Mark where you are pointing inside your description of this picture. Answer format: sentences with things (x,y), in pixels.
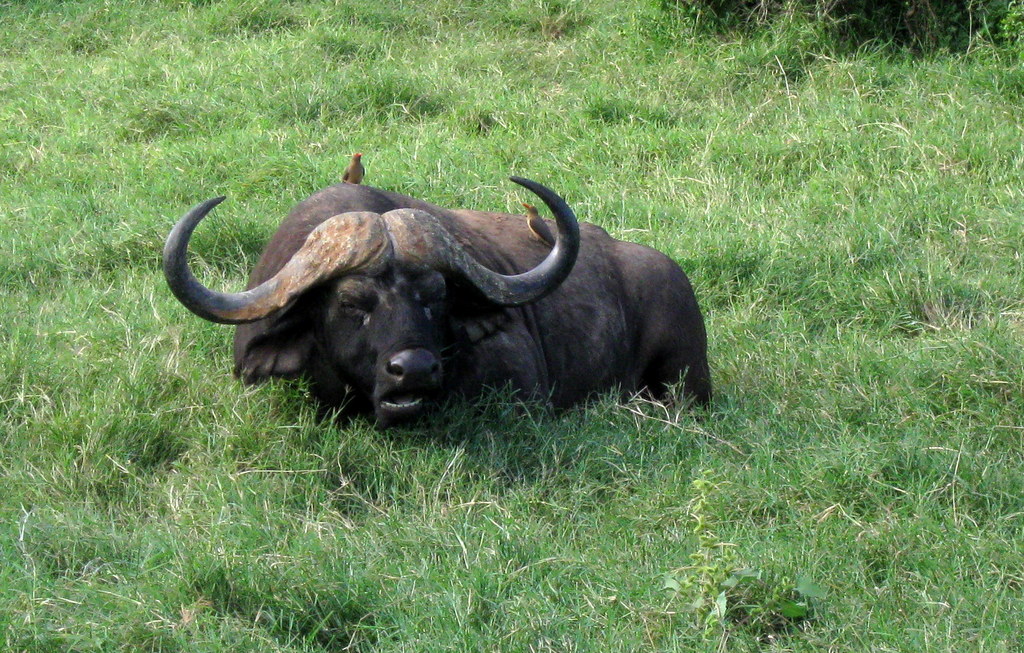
In the foreground of this image (642,420), there is a buffalo (593,351) sitting on the grass (639,456) and there are two birds (535,231) on it.
